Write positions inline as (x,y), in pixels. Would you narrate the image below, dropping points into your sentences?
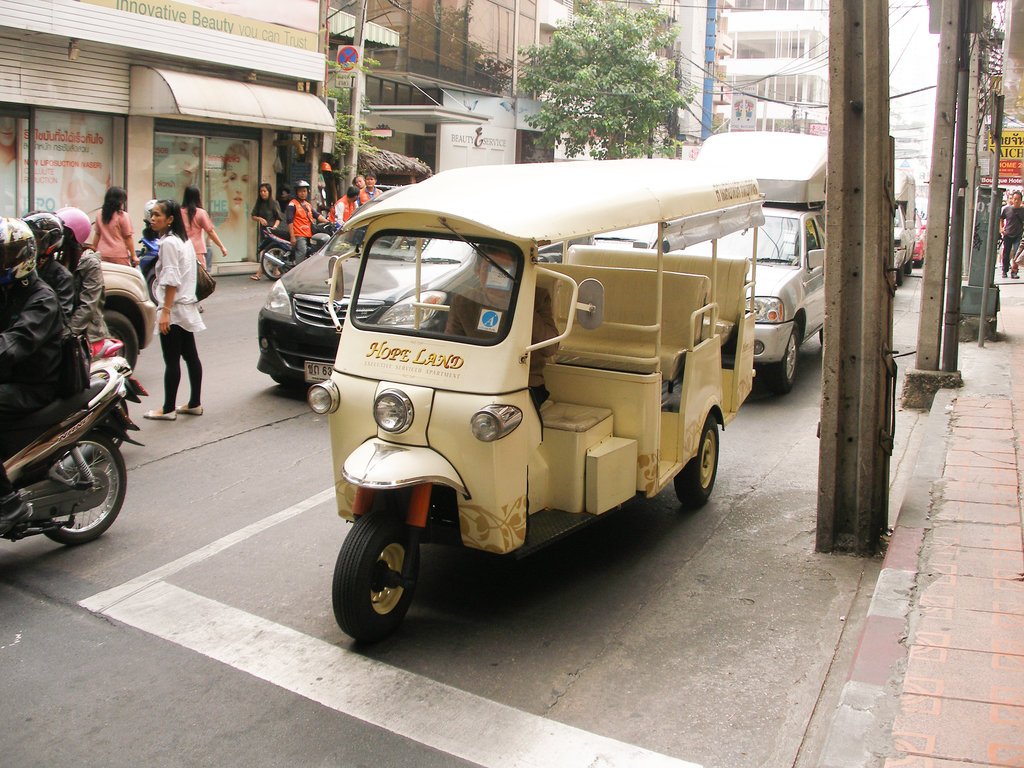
In the image we can see there are many vehicles (563,388) on the road (289,398), these are the white lines (268,643) on the road (300,655). There are poles (862,192), electrical wires (764,90), tree (645,66), building (682,63) and windows (749,38) of the building (758,42). There are even people (177,244) wearing clothes (174,264) and some of them are wearing helmet (45,232).
